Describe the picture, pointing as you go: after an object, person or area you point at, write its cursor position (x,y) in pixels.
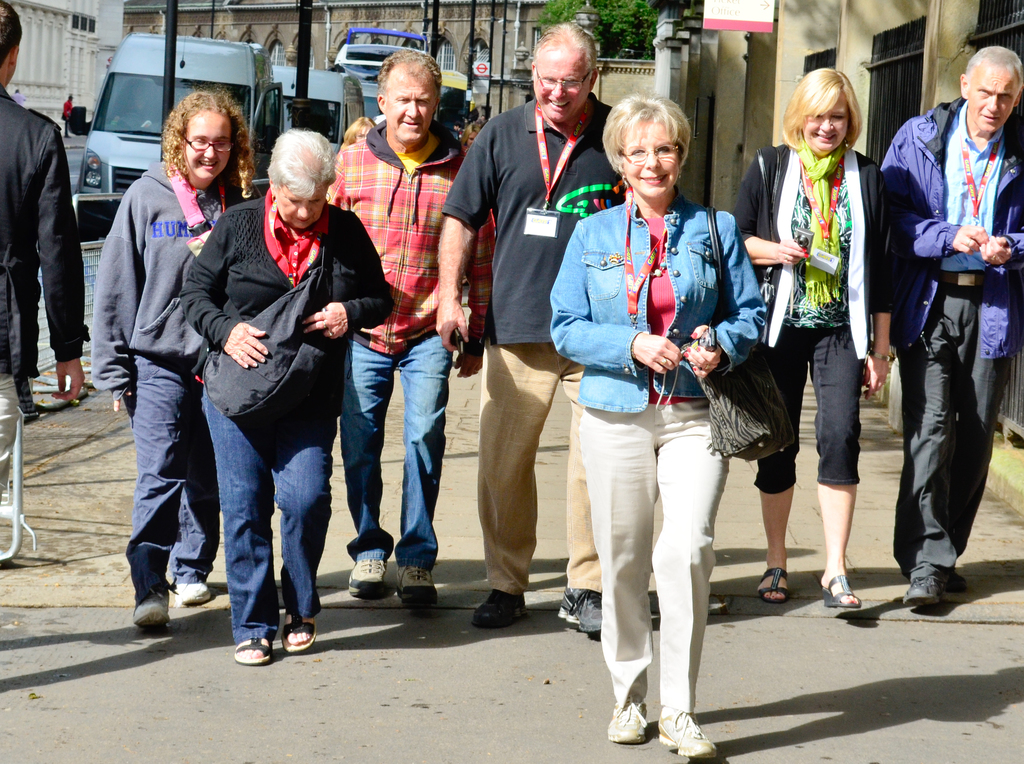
In the foreground of the picture (427,228) there are people (531,331) walking on the footpath (238,665). In the middle of the picture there are buildings (677,80), poles (176,71), vehicles (289,96), road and various objects (584,23). In the background (566,14) there are buildings (488,16), trees (566,14) and people (68,102).
